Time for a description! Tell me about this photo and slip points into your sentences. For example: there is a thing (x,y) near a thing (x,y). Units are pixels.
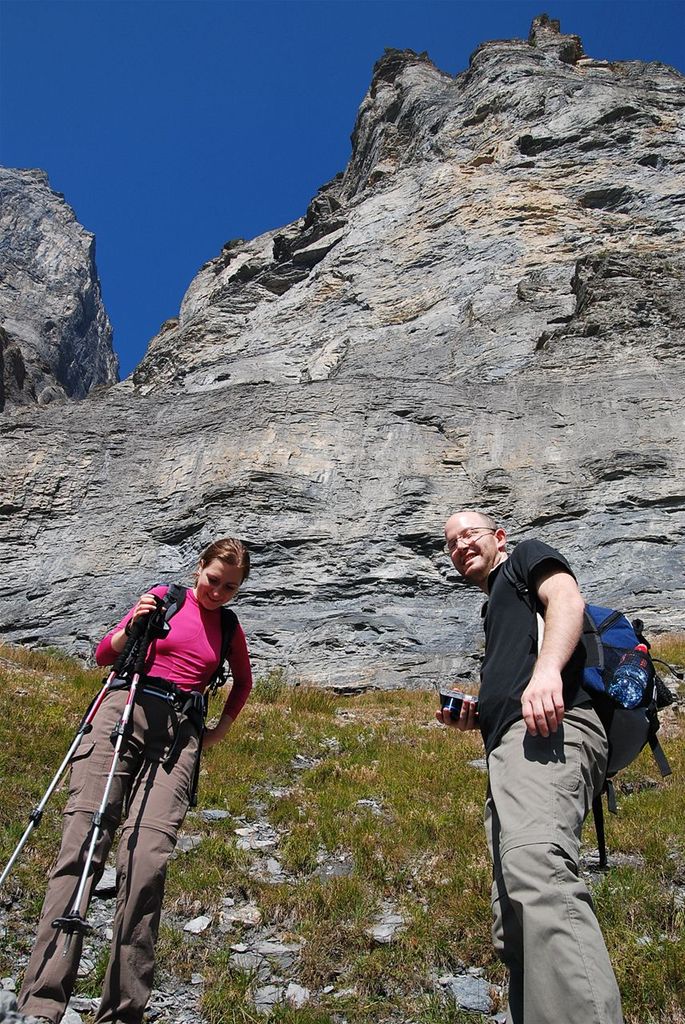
In this picture there are two people (130,753) standing and smiling, among them there is a man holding an object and carrying a bag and there is a woman (82,845) holding sticks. We can see grass (340,830), stones (346,851) and cliffs (19,361). In the background of the image (246,118) we can see the sky (209,130) in blue color.
